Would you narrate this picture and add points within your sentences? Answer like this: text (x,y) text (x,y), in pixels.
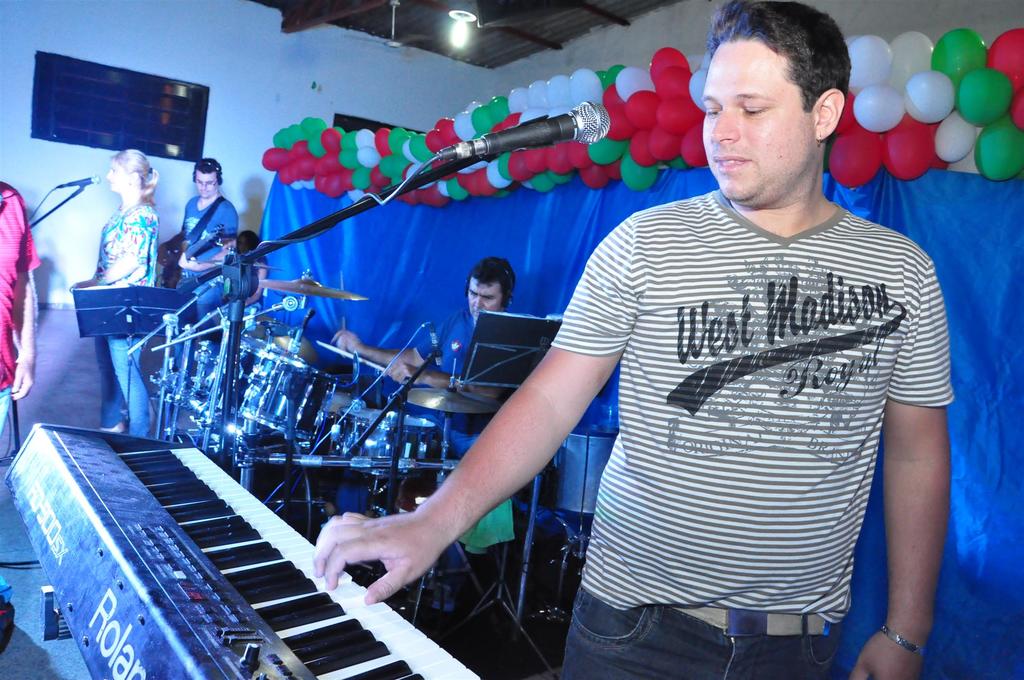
In this image, There are some persons (718,408) standing and wearing colorful clothes (724,298). There is a person (523,408) on the right side of the image (830,334) standing in front of the mic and piano (267,610). There is an another person (469,328) at the center of this image (487,295) sitting in front of these musical instruments (397,444). There is person (118,385) on the left side of the image (131,174) standing in front of the mic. There are some balloons (930,149) and light (454,31) at the top (637,106).
